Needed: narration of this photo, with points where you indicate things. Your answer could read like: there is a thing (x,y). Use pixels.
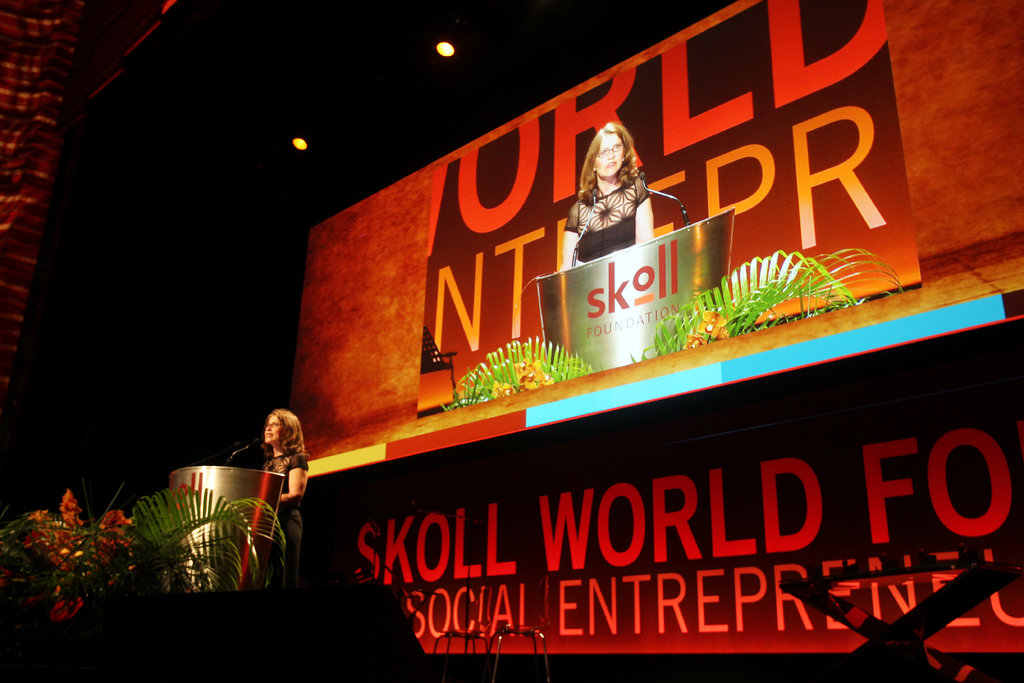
In this picture we can see a woman (274,444) standing at the podium (252,506), stools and in front of her we can see a mic (237,456), leaves (167,521) and at the back of her we can see the lights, screen (693,99) and in the background (359,125) it is dark.
